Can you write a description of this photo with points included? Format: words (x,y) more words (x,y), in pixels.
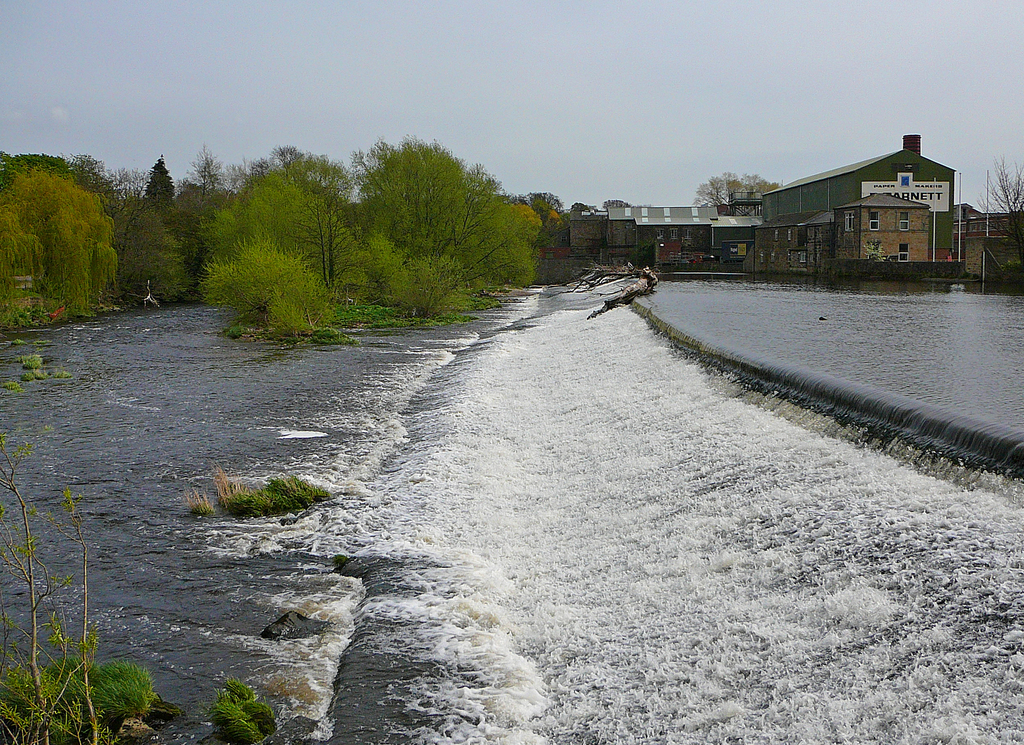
In this picture I can see some buildings (662,236), trees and I can see the water flow (260,355).
